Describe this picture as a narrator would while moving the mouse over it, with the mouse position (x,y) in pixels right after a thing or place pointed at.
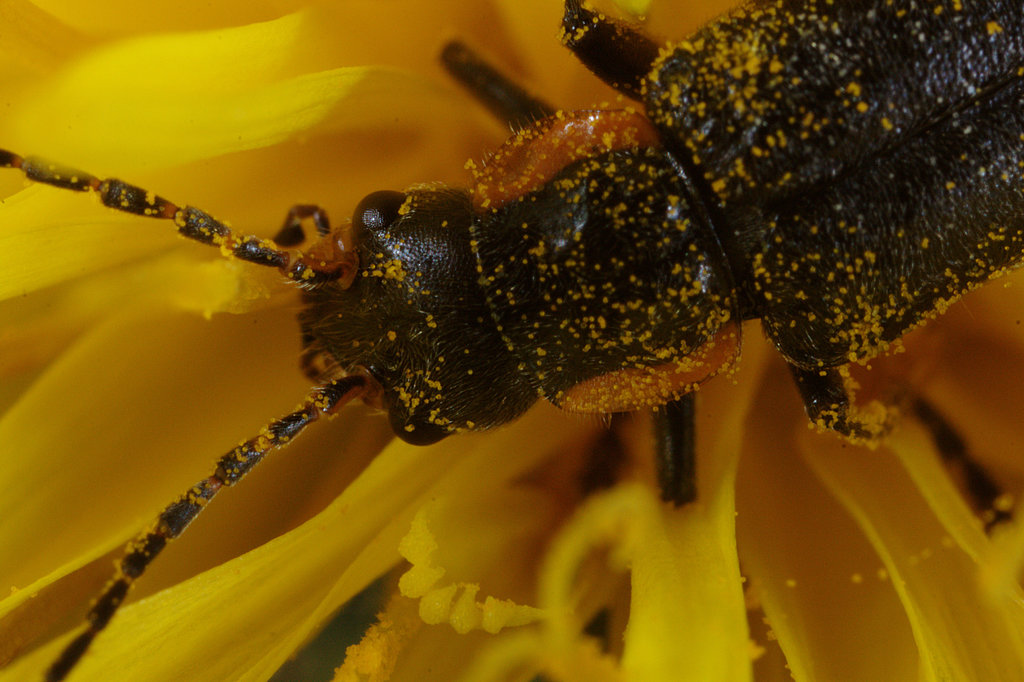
This is a yellow sunflower (153,239), on the yellow sunflower (547,526) there is a insect (578,194).
